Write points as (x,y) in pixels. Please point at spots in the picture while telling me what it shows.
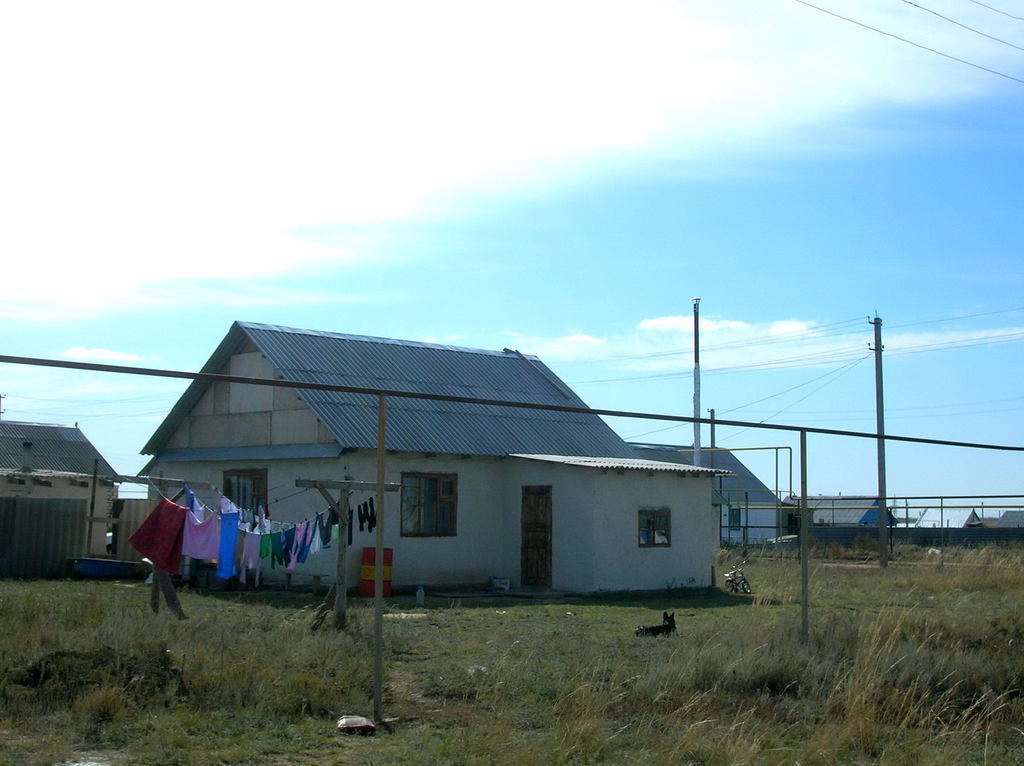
In this image there are houses (98,502), metal rods (698,461) and electric poles (876,338) with cables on it, in front of the house (325,459) there are some objects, a dog (670,627) and there are clothes (260,529) hanged on a rope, on the top of the image (382,139) there are clouds (637,147) in the sky (548,315).
